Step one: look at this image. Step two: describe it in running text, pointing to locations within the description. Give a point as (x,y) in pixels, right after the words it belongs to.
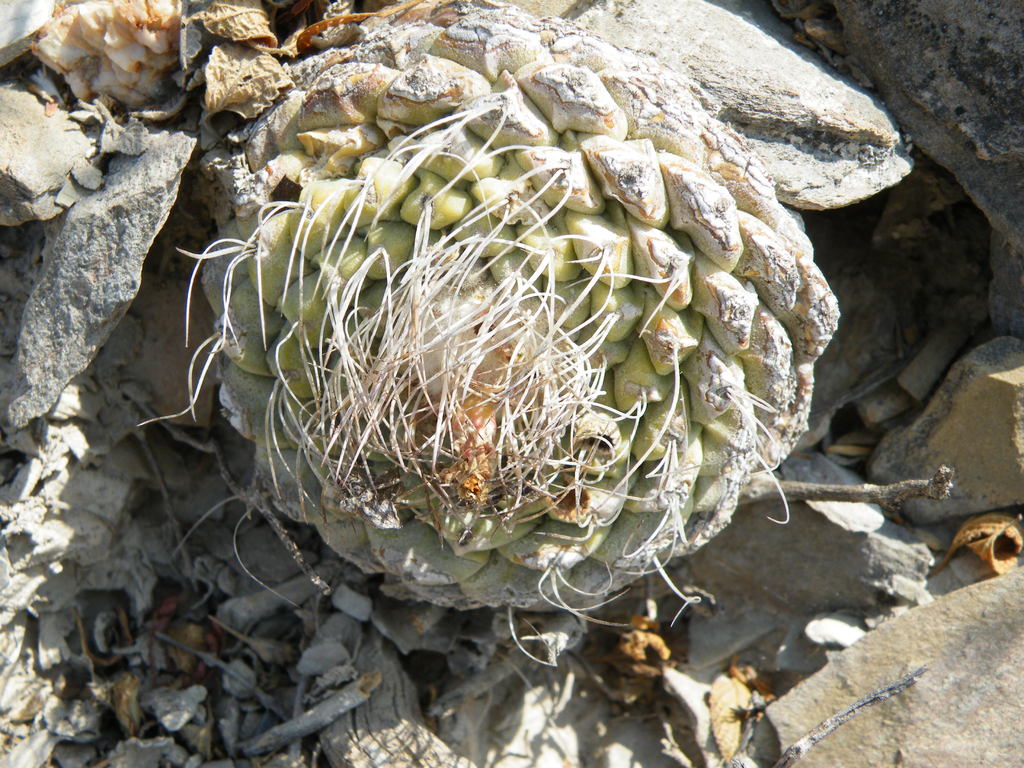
In this picture I can see a plant (488,235) in the middle (579,310), there are stones (1015,434) on either side of this image.
